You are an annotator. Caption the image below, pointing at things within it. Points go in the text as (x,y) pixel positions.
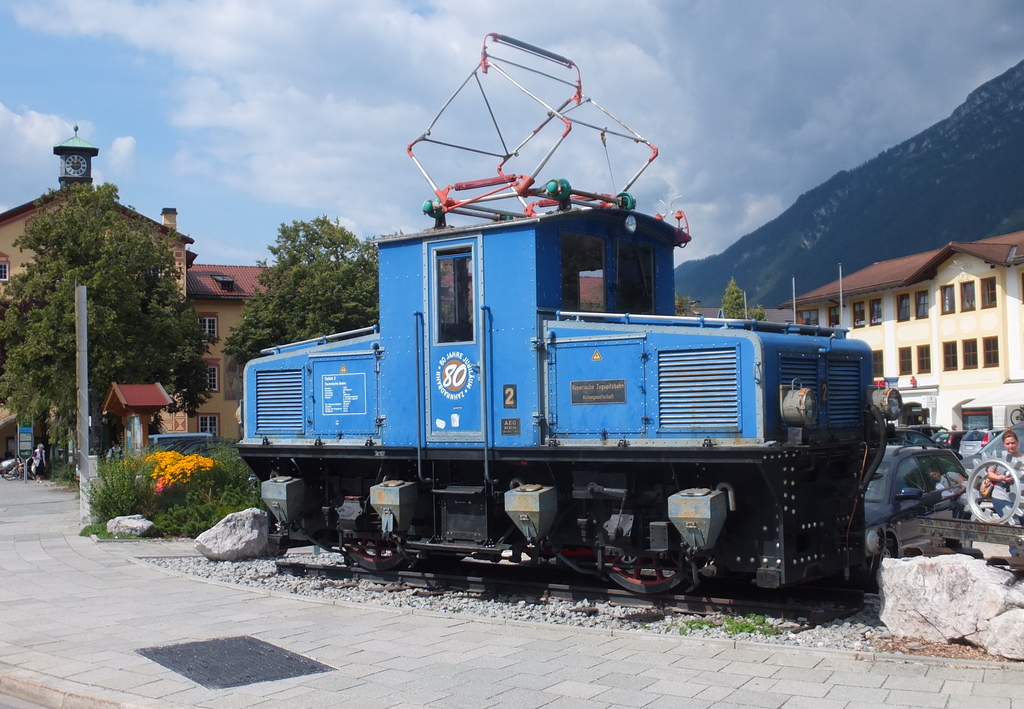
In this image I can see in the middle (516,315) there is a train engine (616,488) in blue color, on the left side (287,314) there are trees (325,303) and buildings (198,280). On the right side (873,181) there is a hill (884,159), at the top (311,60) it is the cloudy sky (334,70).
